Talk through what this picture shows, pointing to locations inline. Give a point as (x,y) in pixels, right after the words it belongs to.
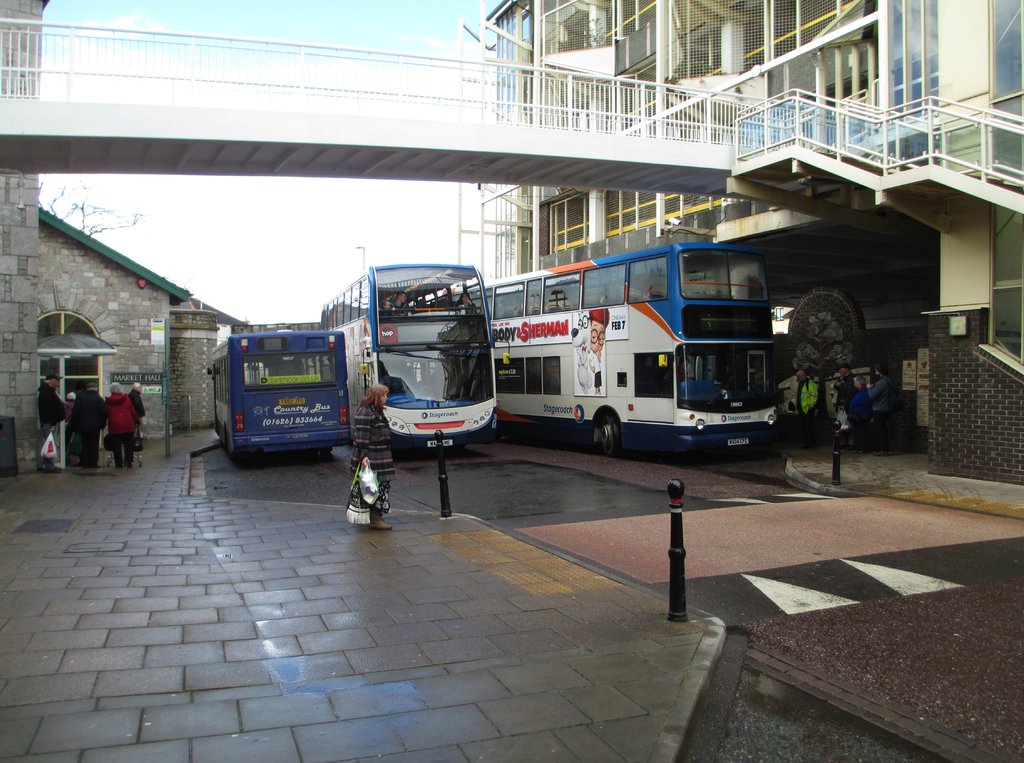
In the foreground of this image (135,515), there are buses (557,392) on the road (763,560), people (119,462) walking and standing on the pavement (323,579) and we can also see few bollards (680,512), railing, bridge (510,141) and few buildings (8,261). In the background (334,198), there is the sky (353,179) and the cloud (347,191).
